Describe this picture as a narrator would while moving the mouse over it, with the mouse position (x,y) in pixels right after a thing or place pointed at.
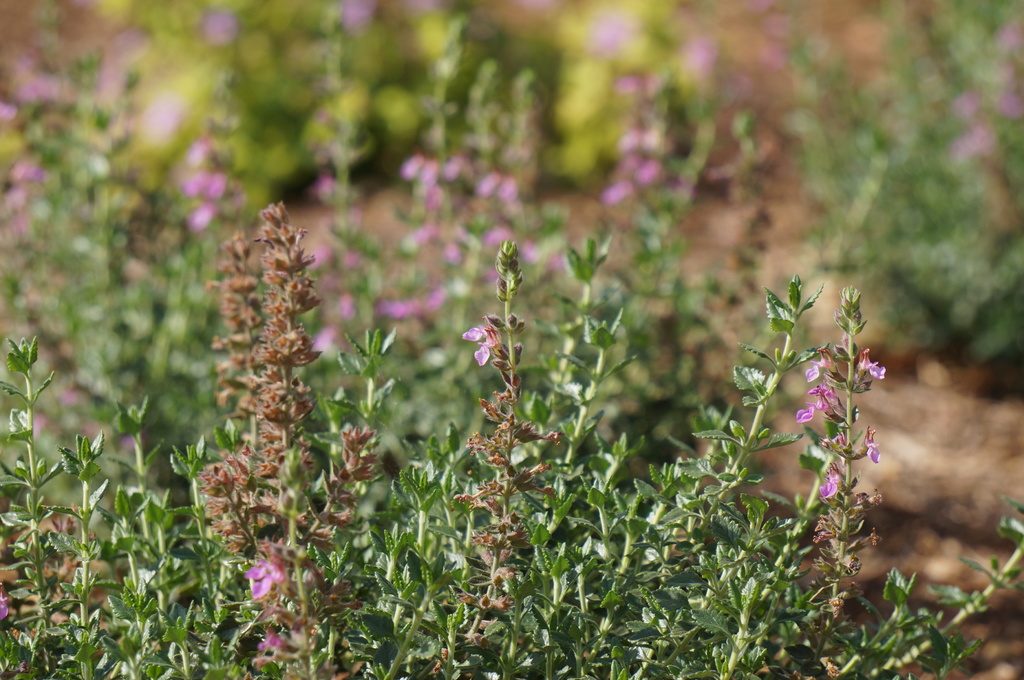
In this image we can see plants (390,345) with flowers (807,371).
